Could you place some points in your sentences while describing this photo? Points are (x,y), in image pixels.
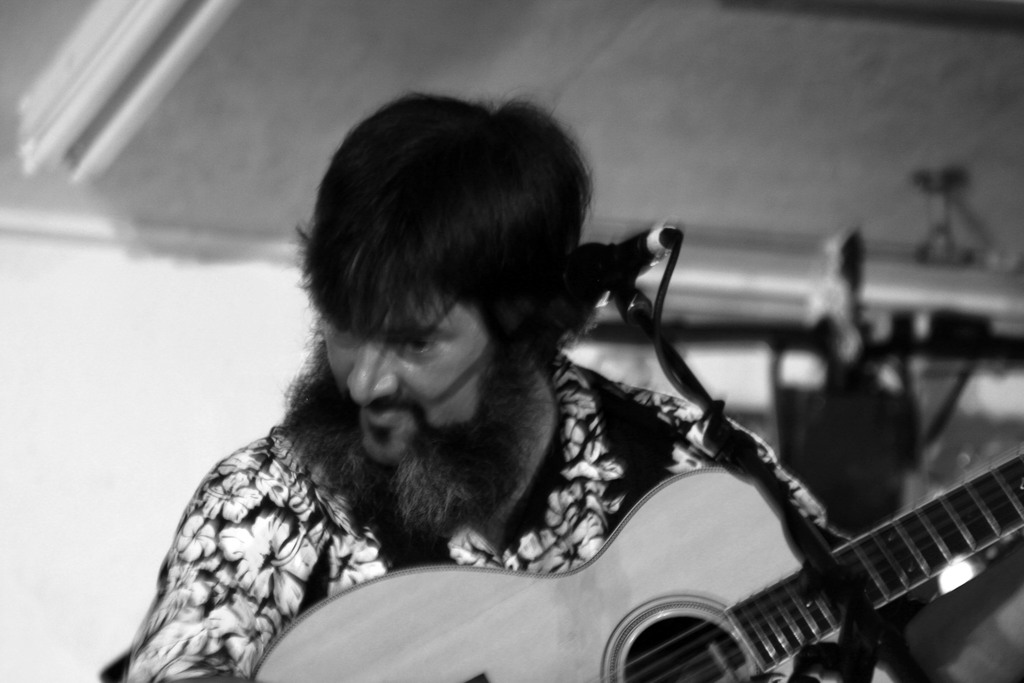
A man (467,470) is playing guitar (779,599) with a mic (593,291) in front of him.
